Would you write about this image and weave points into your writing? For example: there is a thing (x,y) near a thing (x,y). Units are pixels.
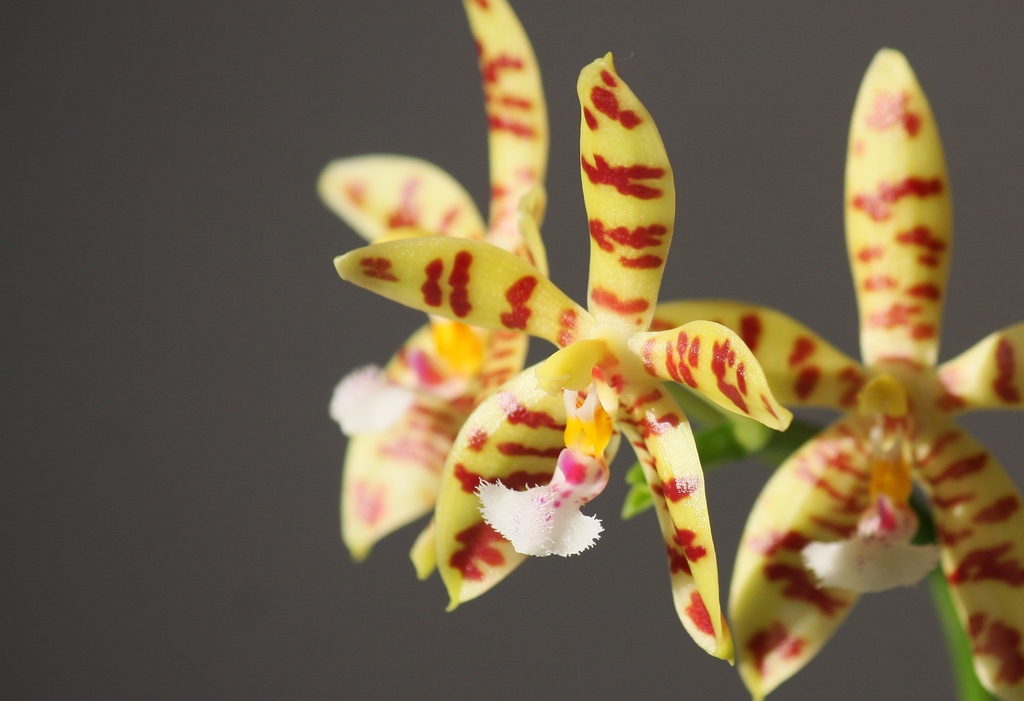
In this picture we can see yellow color flowers (660,388) here.
